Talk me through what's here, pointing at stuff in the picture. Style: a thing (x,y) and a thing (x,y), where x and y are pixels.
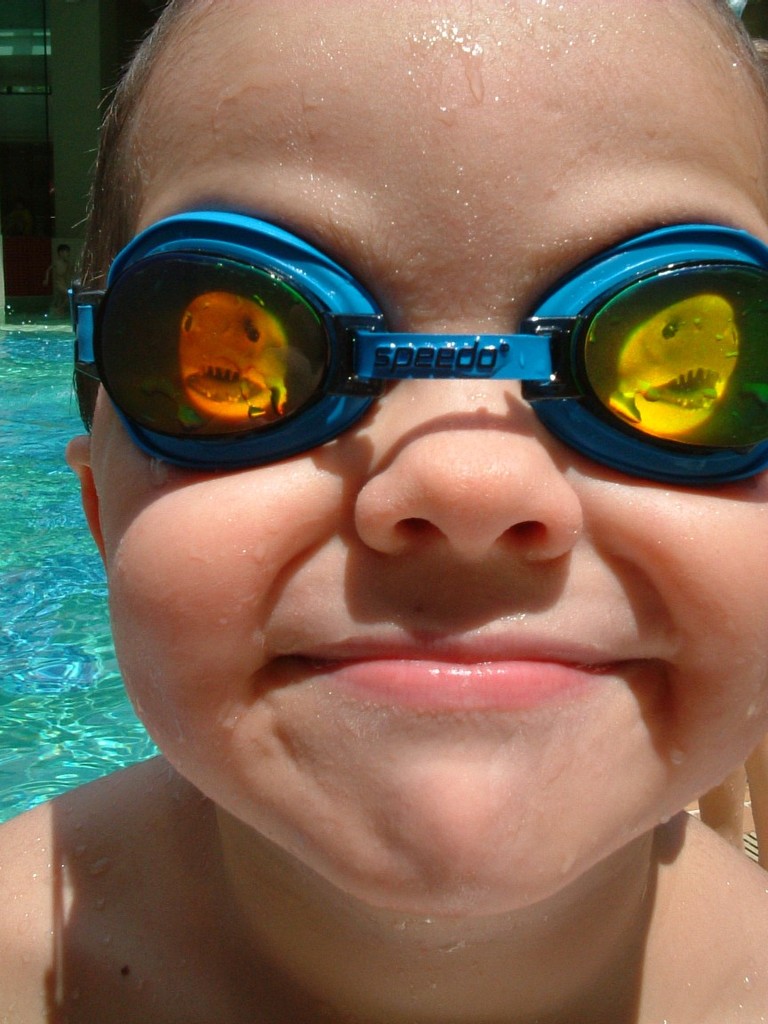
In this picture we can see a kid (405,382), the kid (377,436) wore spectacles (291,372), in the background (48,735) we can find water (37,544) and we can see few more people (719,804).
